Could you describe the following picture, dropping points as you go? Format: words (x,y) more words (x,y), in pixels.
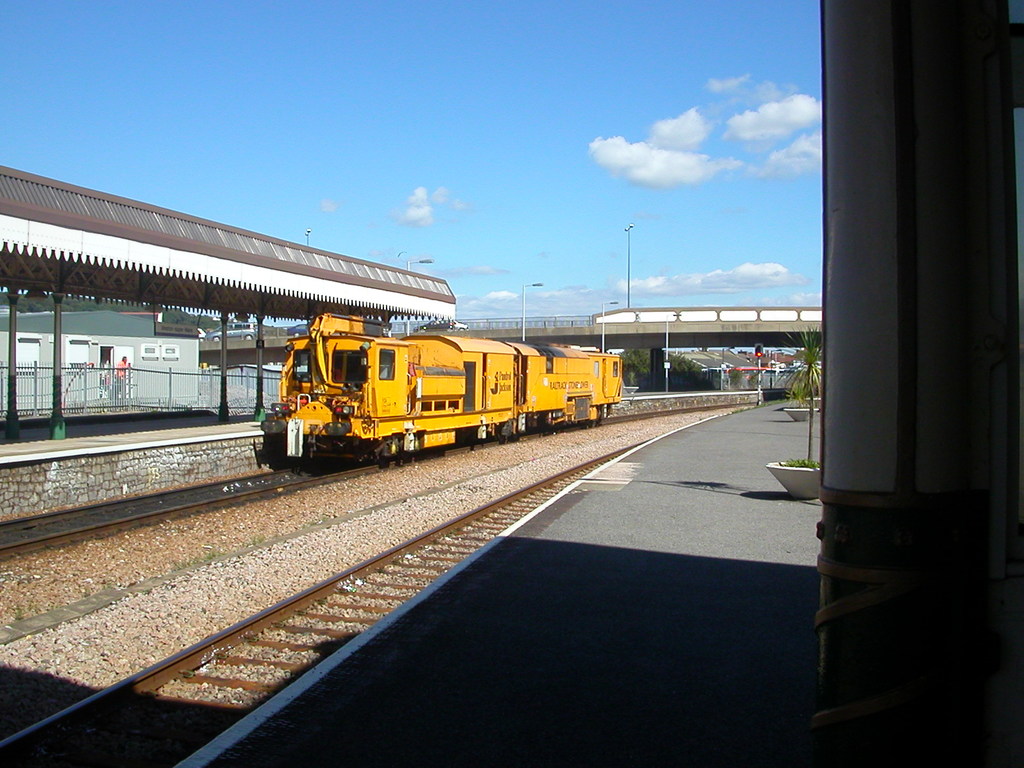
In this image there is a train (370,432) on the tracks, beside the tracks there are platforms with rooftop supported with metal rods (262,399), on the platforms (596,485) there are people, plants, metal rod fence (228,377) and rooms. In the background of the image (604,338) there are lamp posts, vehicles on the bridge (690,324), trees (637,374) and traffic lights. At the top of the image (278,201) there are clouds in the sky (504,285).
